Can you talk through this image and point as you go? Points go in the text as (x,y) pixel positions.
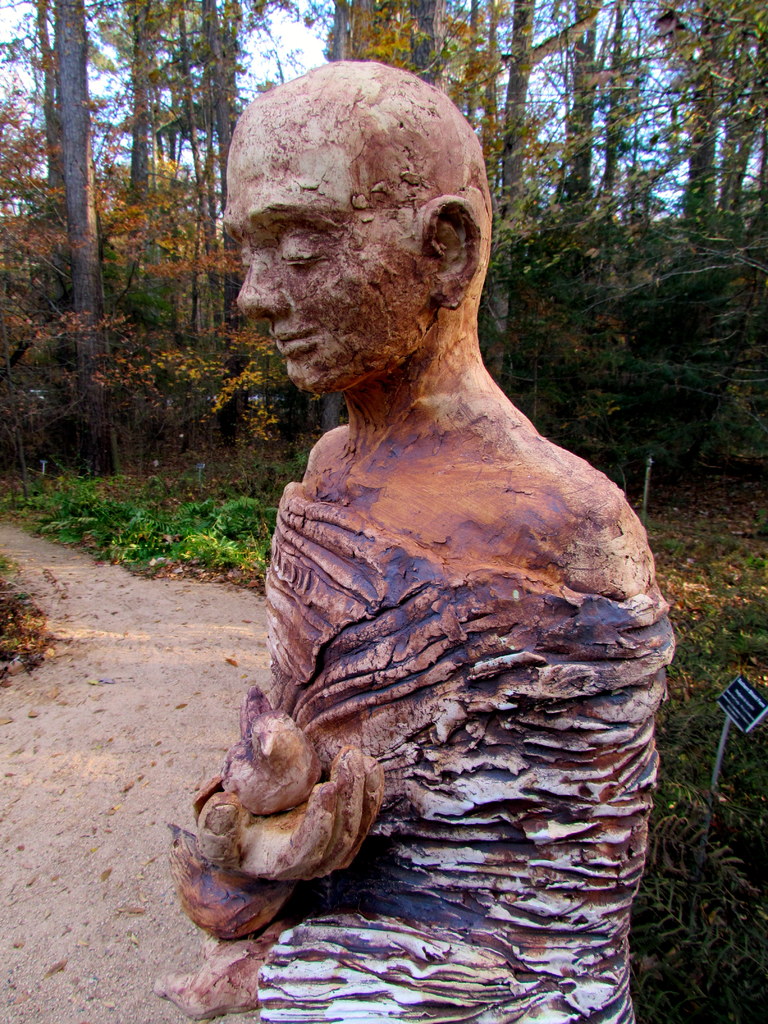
In the picture i can see a statue (474,527) of the person (303,558) who is holding a bird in his hand (245,841) and in the background (94,388) i can see trees (57,193).
